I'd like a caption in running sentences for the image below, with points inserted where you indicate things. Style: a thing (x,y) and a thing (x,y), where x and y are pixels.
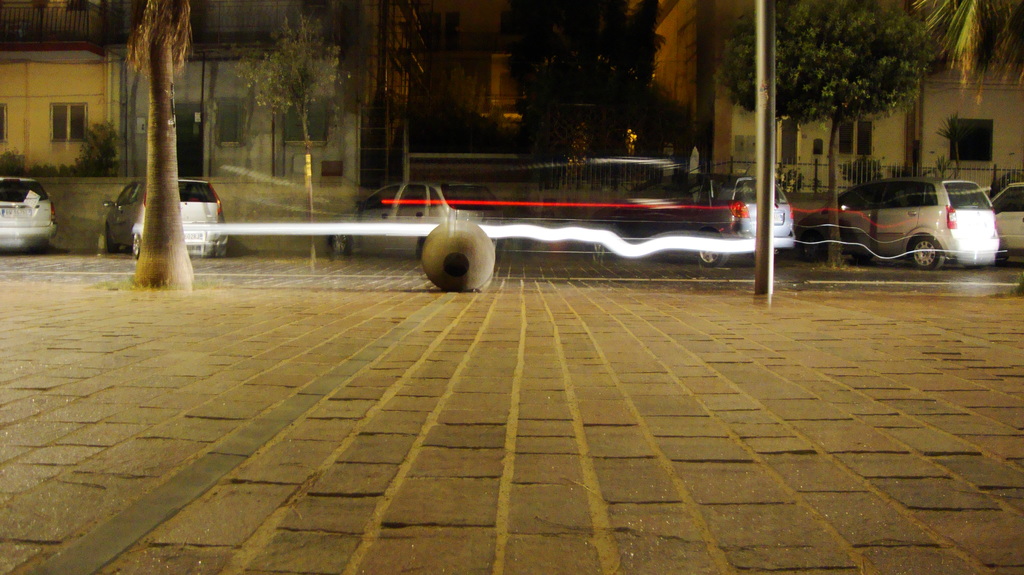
In this image we can see sidewalk (509,488) here, road (824,255), trees (873,44), pole (761,63), cars (744,211) parked here, buildings (704,127) and fence (664,178) in the background (592,180).
